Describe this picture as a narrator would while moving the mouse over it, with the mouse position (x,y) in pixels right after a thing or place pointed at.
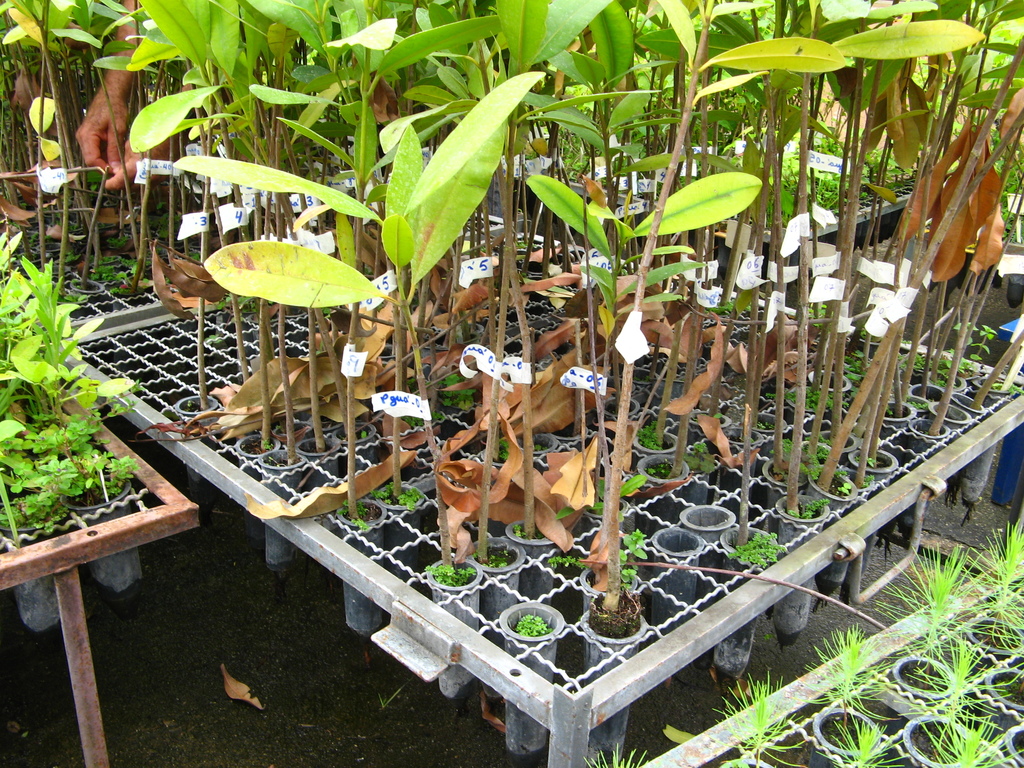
Here in this picture we can see number of different kinds of plants (220,265) present on a table (211,447), which is present on the ground (117,624) and on the left side (115,91) we can see a person's hands (97,127) present.
